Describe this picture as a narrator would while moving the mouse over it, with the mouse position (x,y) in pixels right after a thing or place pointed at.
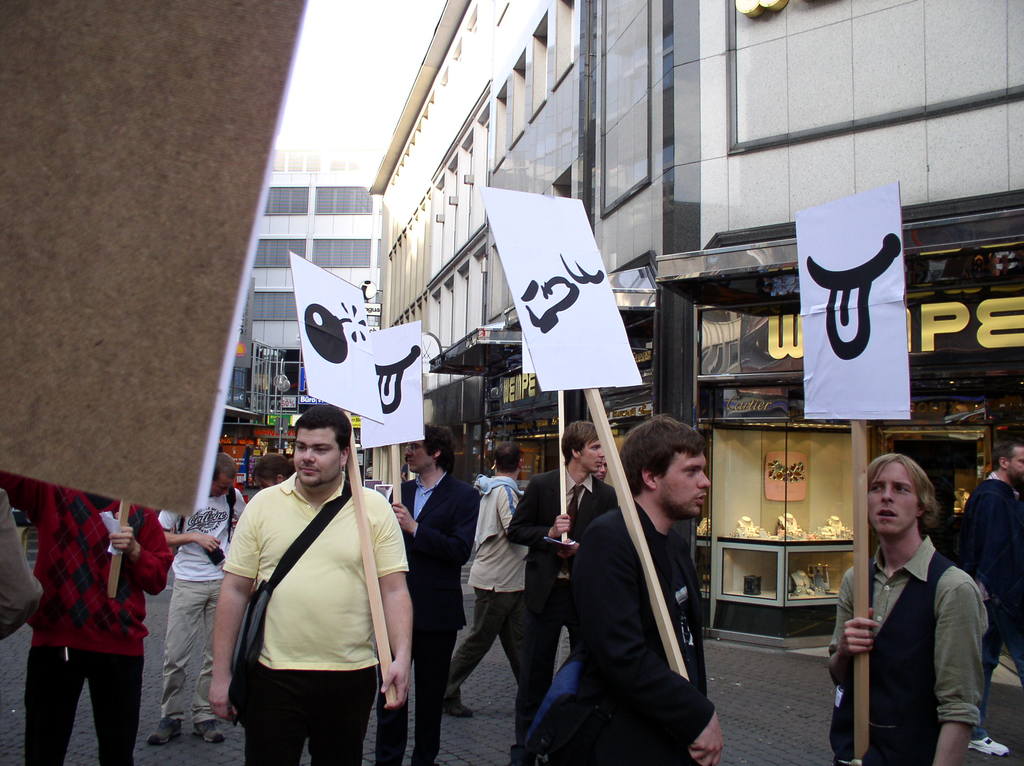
In this picture we can see buildings (432,61) and people (947,618) holding boards (150,294) in their hands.
